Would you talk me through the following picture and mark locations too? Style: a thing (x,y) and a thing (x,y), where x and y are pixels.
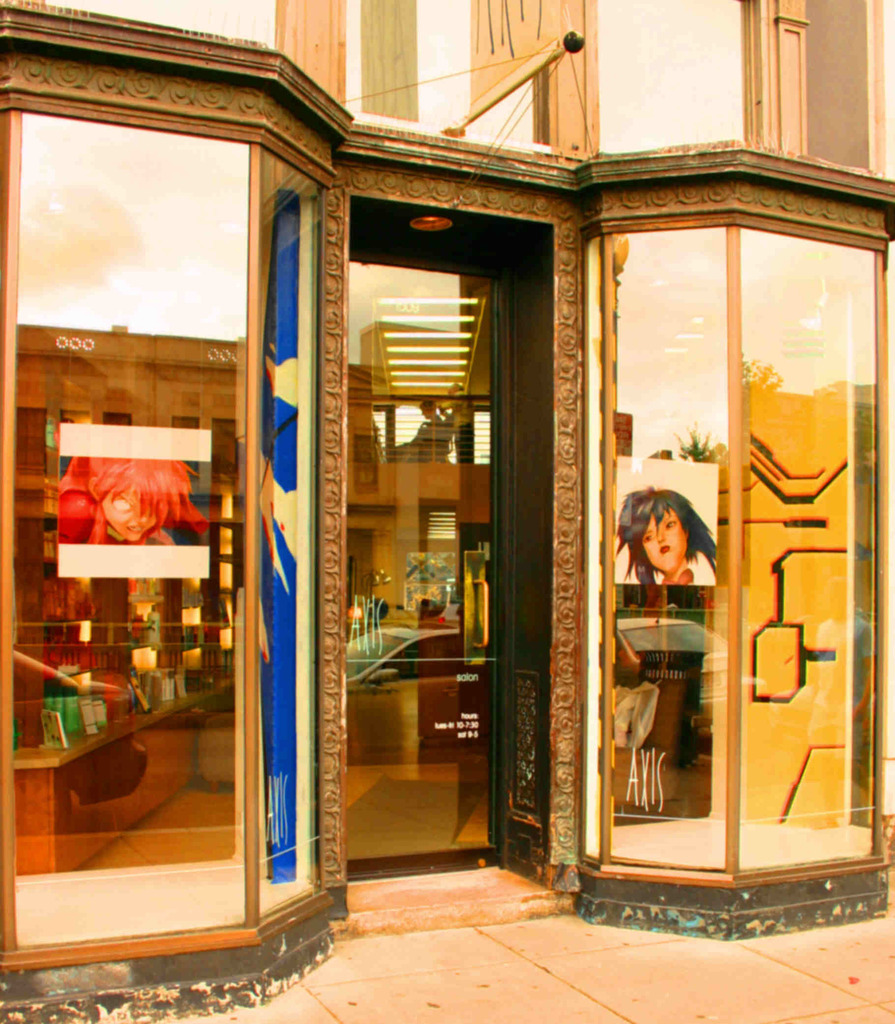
As we can see in the image there is a building (859,77), table (115,718), wall (890,483), posters (132,435) and on the left side (84,725) there are cosmetic items (104,714).
